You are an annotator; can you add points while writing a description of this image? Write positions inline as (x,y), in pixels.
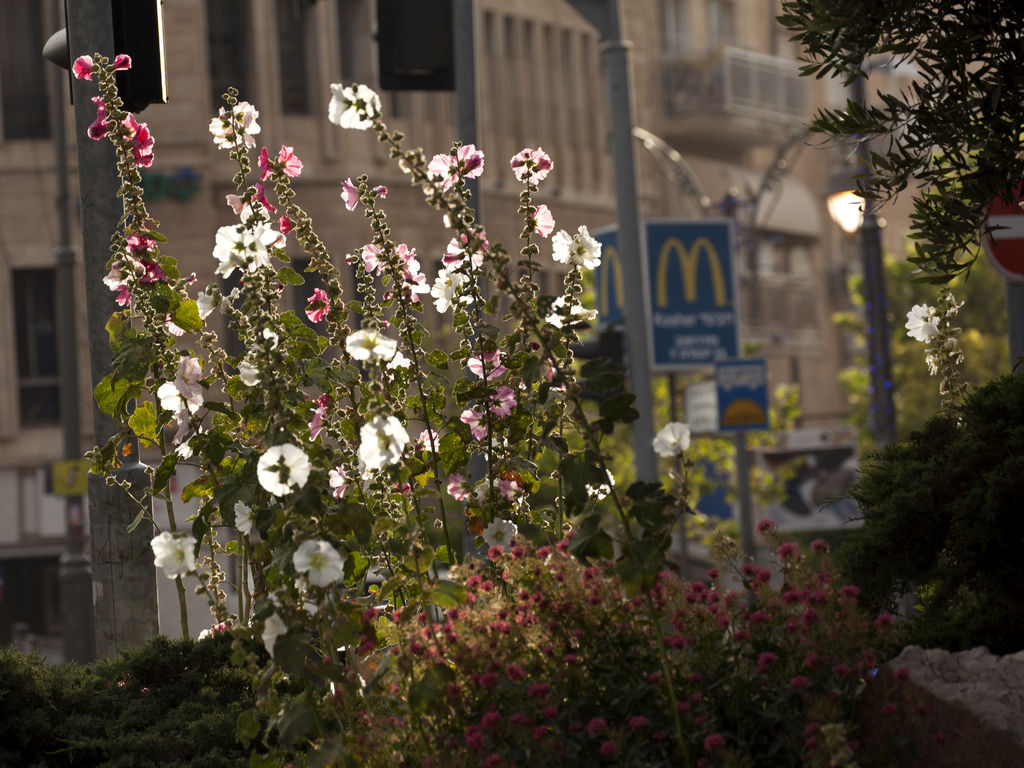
In this image there are plants (565,401) and we can see flowers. In the background (787,274) there are buildings (778,298) and we can see boards (851,455). There are poles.
